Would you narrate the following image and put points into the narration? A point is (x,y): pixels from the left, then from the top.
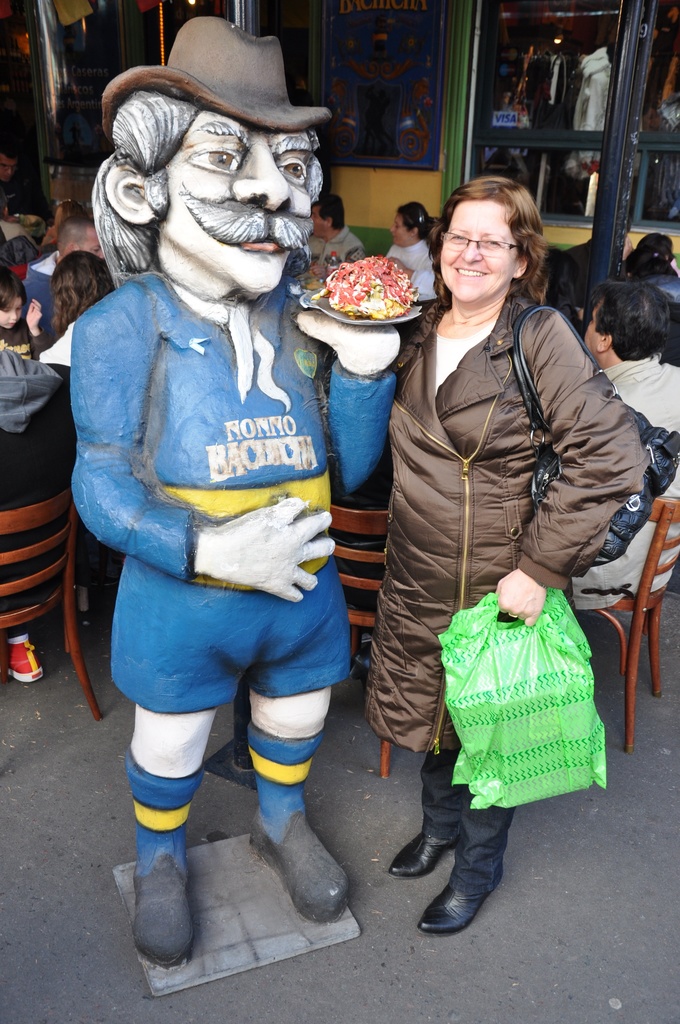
There is a lady (421,561) holding a polythene (472,628) and standing beside a statue (96,410) in the foreground area of the image (304,304), there are people (21,292) sitting around the table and windows (501,132) in the background (674,147).
